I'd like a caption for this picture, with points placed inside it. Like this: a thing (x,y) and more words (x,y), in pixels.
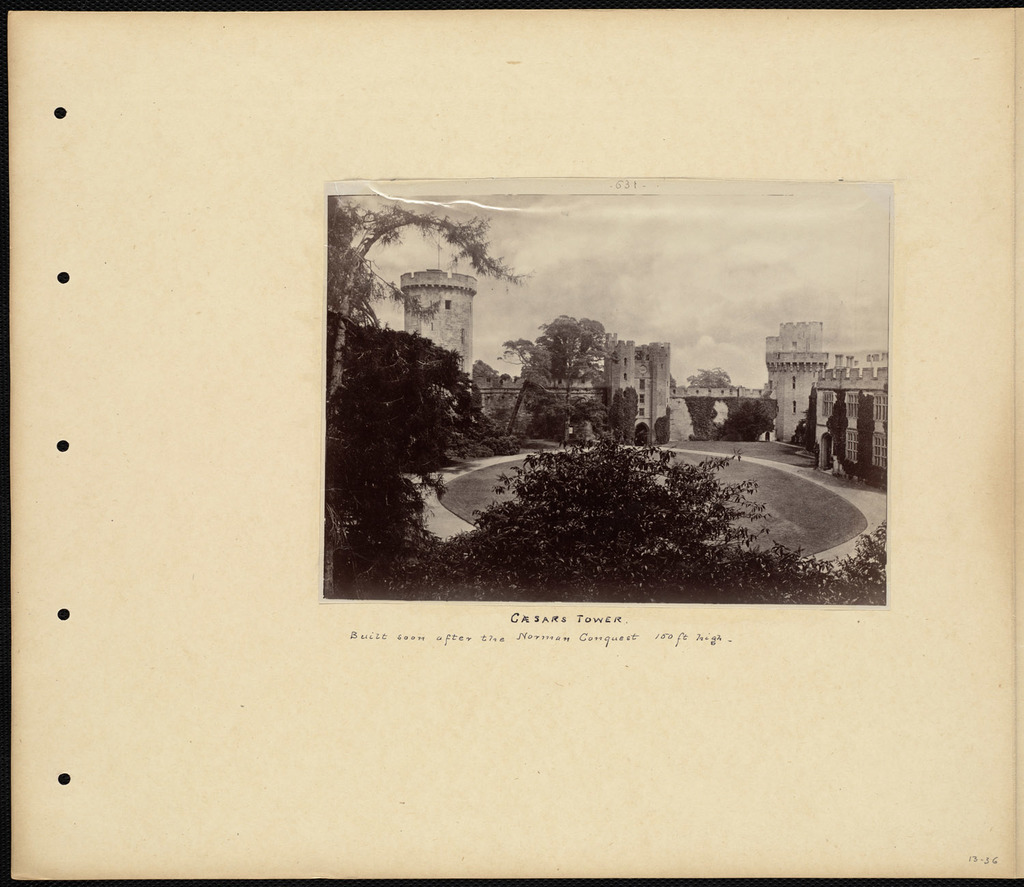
In this image we can see the sky (677,253), buildings (786,358), trees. We can see the information (393,639). It seems like the photo (812,592) is pasted on a paper (295,451).
